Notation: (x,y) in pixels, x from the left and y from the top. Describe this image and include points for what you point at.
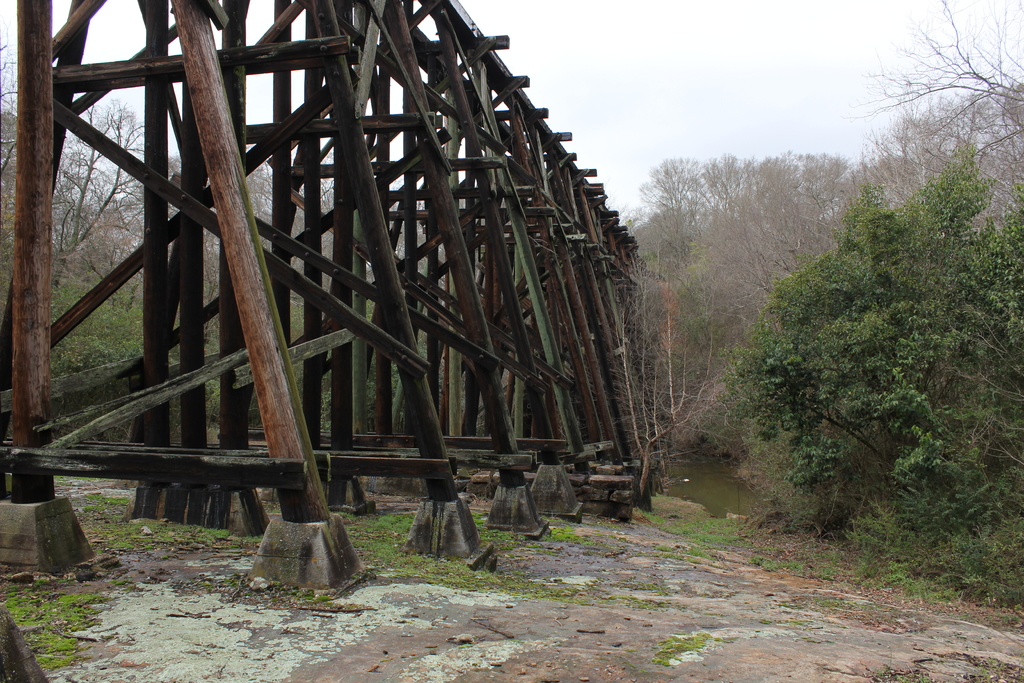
In the foreground of this image (78,312), there is a wooden pole structure (365,311) on the left (273,299). In the background (817,286), there are trees (721,237) and the sky (692,79).
